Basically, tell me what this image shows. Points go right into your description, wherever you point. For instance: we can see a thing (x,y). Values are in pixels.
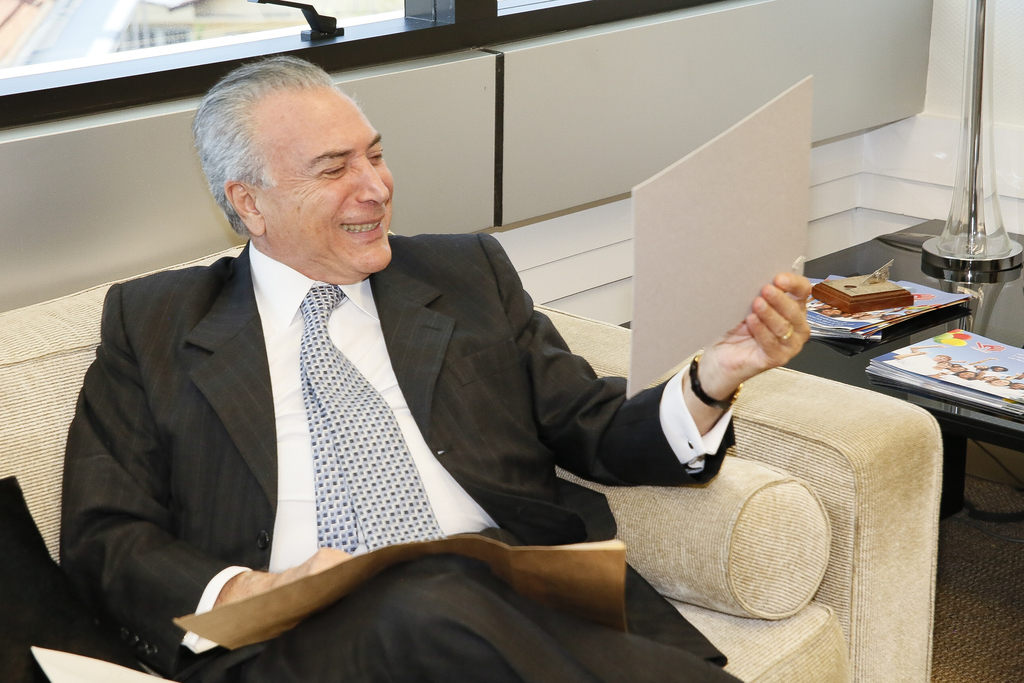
In this image we can see one building (160,30) through the glass window (56,28), one black object (28,569) on the couch (29,385) on the left side of the image (20,633), carpet (971,662) on the floor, some objects (967,249) on the table (1010,328) on the right side of the image (1000,392), one wire (999,519), one man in suit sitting on the couch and holding objects (433,551).
